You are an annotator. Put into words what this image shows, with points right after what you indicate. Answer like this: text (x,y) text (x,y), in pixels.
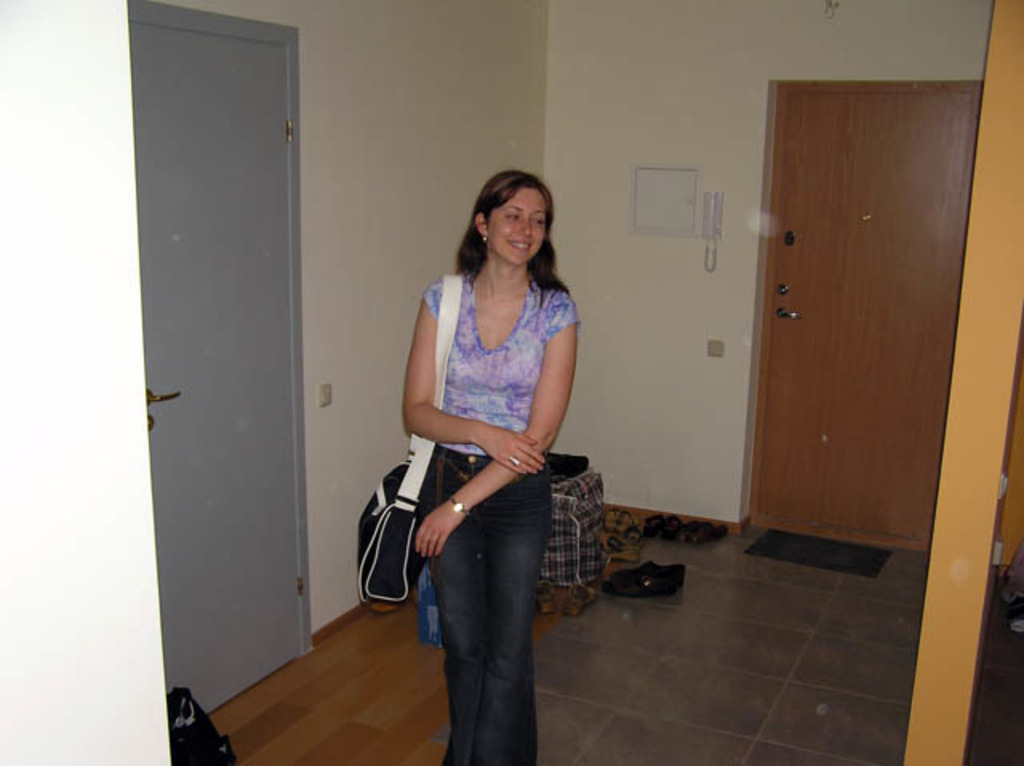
In the center of the image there is a lady (504,755) wearing a bag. In the background of the image (659,396) there is a wall (813,29). There is a door (772,456). There are many foot wears (608,556).
